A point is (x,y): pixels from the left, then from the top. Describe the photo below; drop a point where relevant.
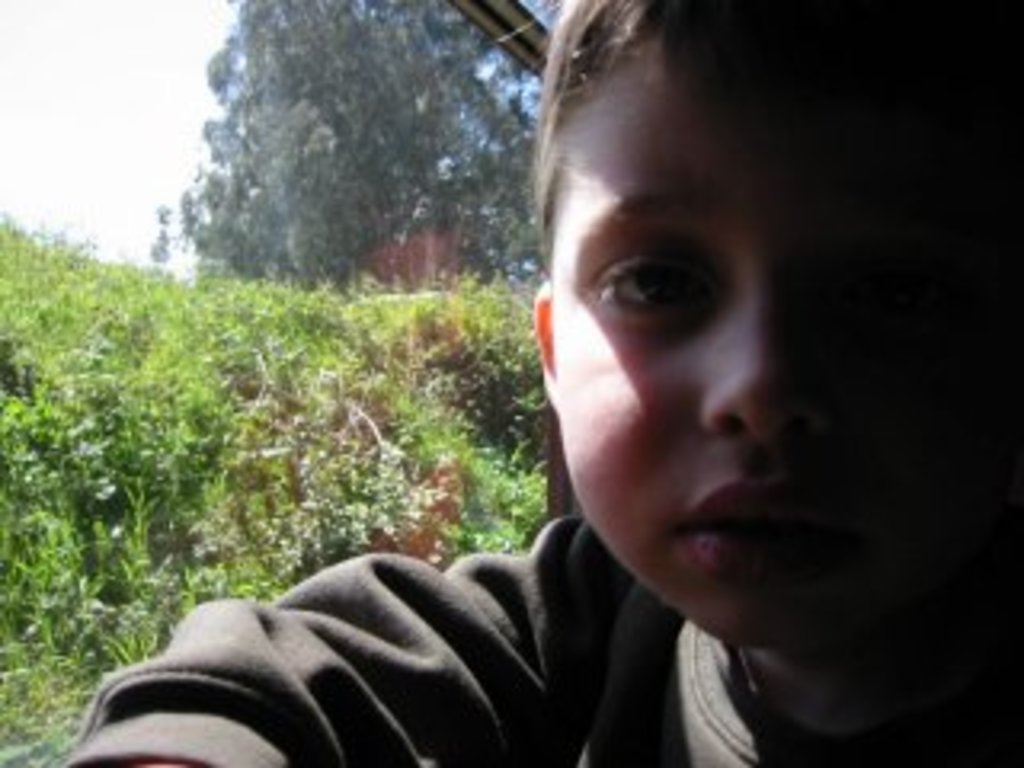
In this image we can see a boy (973,531). On the left side of the image (149,549) we can see some plants (149,546). At the top of the image (300,63) we can see a tree (326,71) and the sky (192,83).
